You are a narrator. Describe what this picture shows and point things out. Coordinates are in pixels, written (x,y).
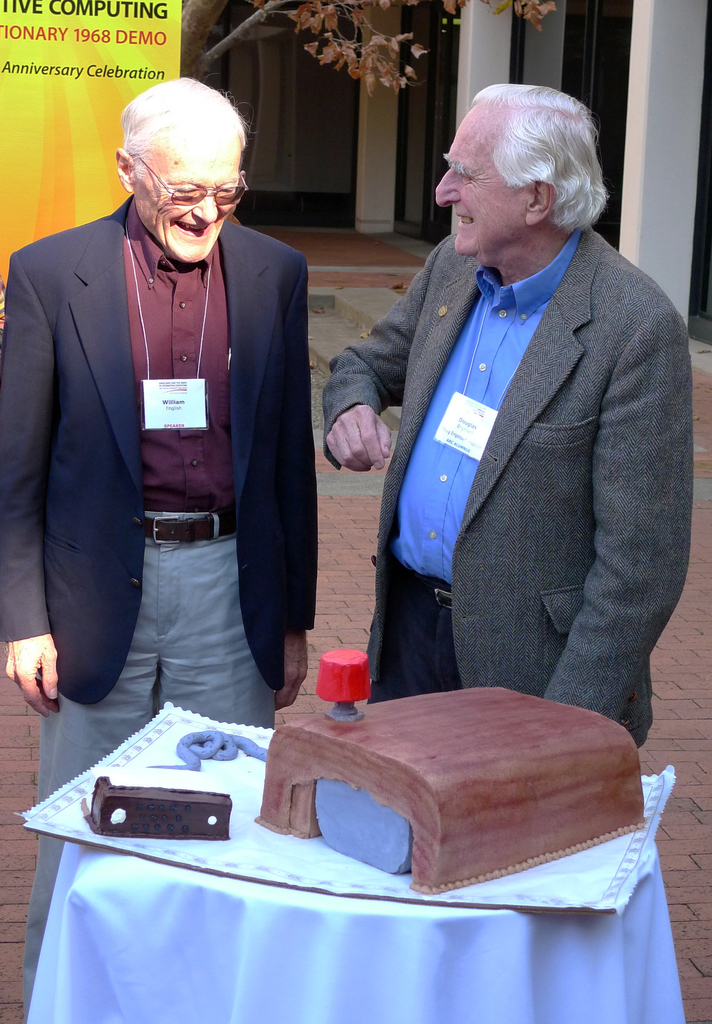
In this image I can see a two persons (1,423) standing. On the table (248,850) there are some object (362,836). At the background (316,152) there is a building (321,129).
